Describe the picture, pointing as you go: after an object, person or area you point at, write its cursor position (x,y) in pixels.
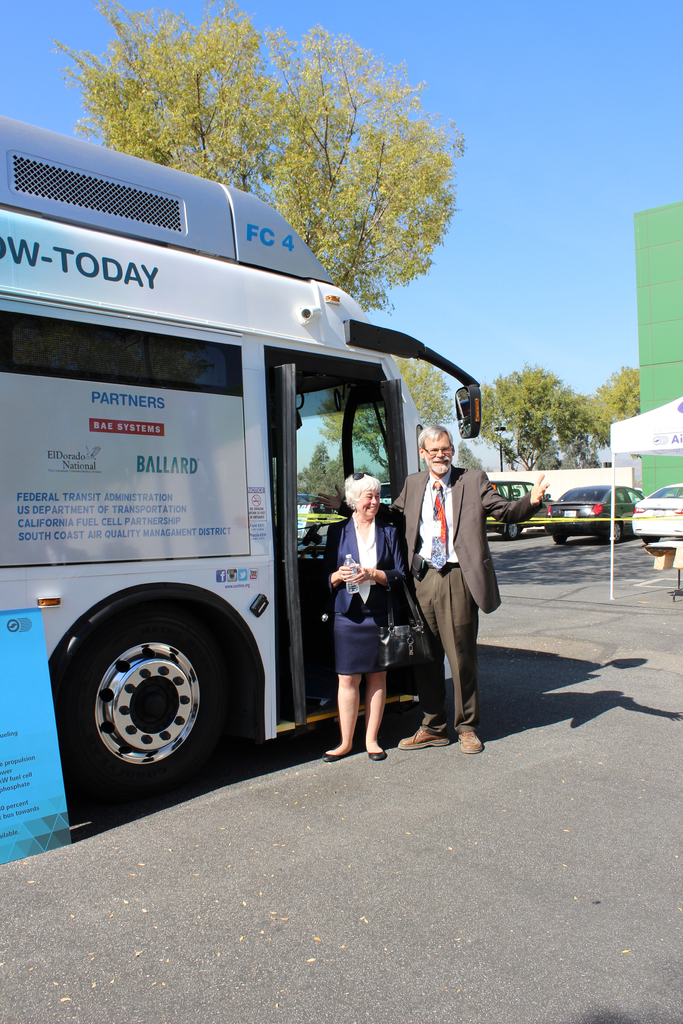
In this image in the center (377,389) there is one bus (174,531) and two persons (436,545) are standing, at the bottom (298,915) there is road (499,657). And in the background (521,412) there are trees (580,442), vehicles (673,505), buildings (643,276) and at the top (483,73) there is sky (452,93).
